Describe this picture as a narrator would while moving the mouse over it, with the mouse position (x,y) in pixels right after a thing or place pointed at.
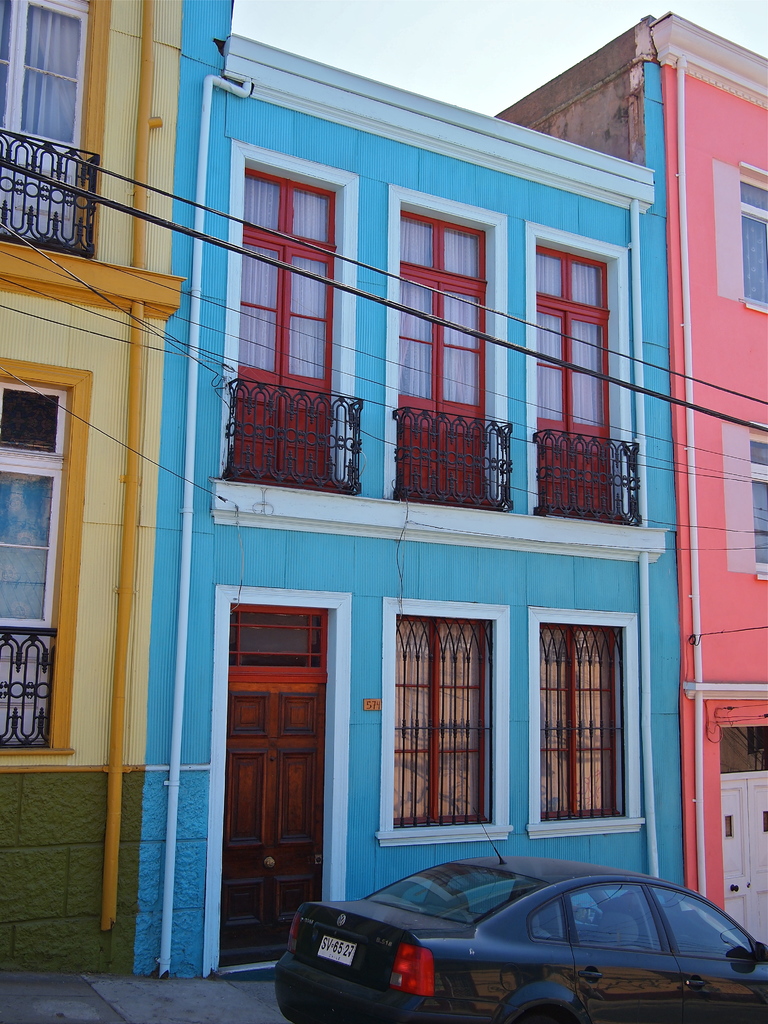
In this picture we can see a car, building (519,777) and we can see sky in the background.
